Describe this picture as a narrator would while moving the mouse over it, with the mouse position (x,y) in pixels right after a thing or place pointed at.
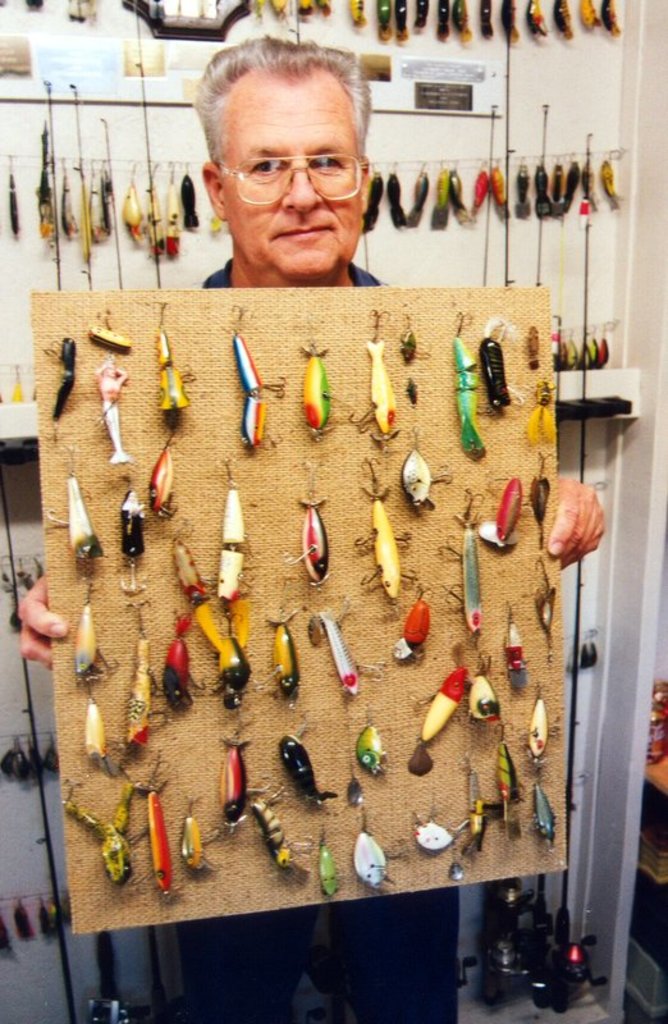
In this image I can see a person (57,636) holding a board (317,604). I can see some objects (280,624) on the board (278,513). In the background (500,186), I can see some objects (441,204) hanging on the wire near the wall (481,119).
